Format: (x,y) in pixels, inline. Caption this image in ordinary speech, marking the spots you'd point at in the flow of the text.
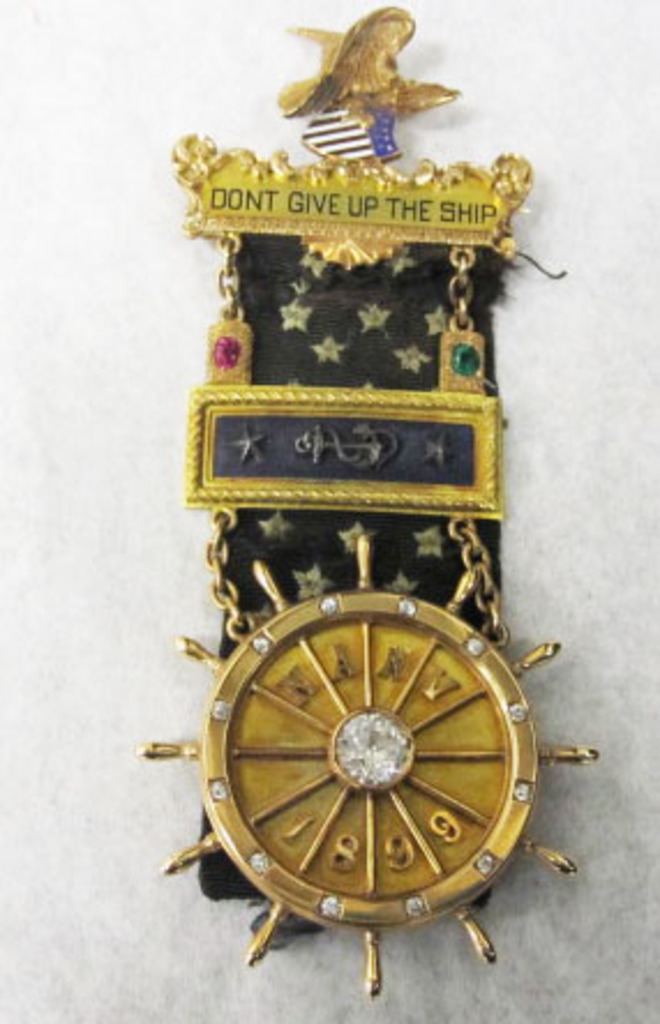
In the foreground of this image (416,676), there is a badge (403,583) on a white surface (111,287).
